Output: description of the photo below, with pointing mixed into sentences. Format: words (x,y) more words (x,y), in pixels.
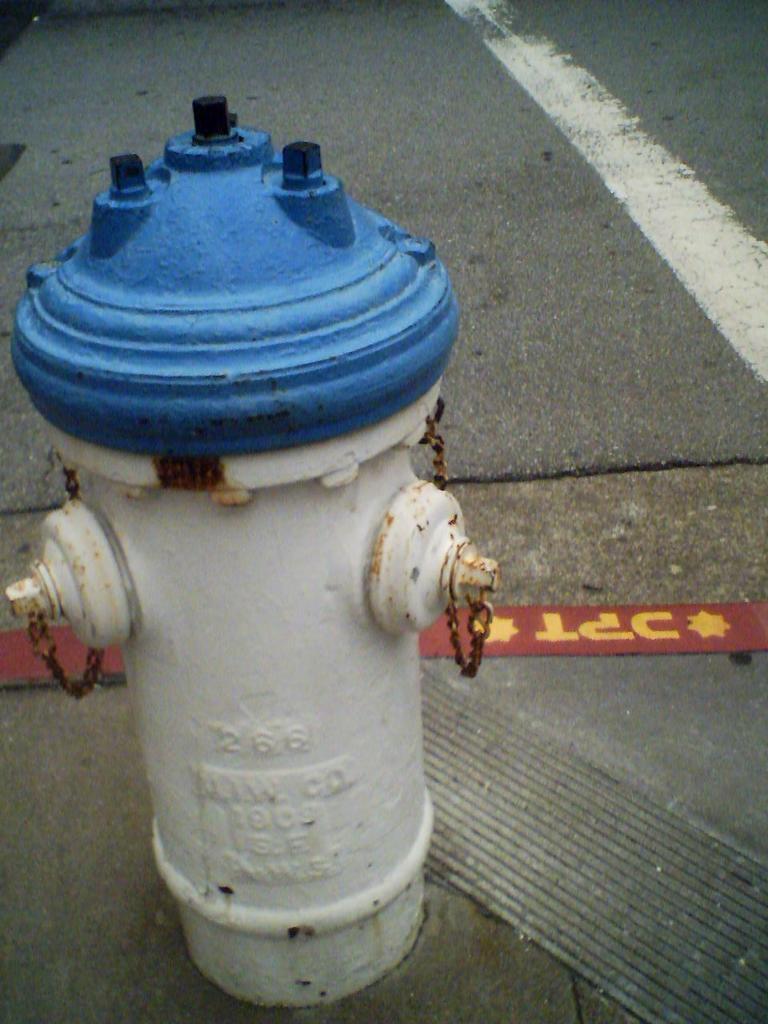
In this picture we can see a water hydrant (247,616) in the front (255,582), in the background (457,140) there is road (447,56).
